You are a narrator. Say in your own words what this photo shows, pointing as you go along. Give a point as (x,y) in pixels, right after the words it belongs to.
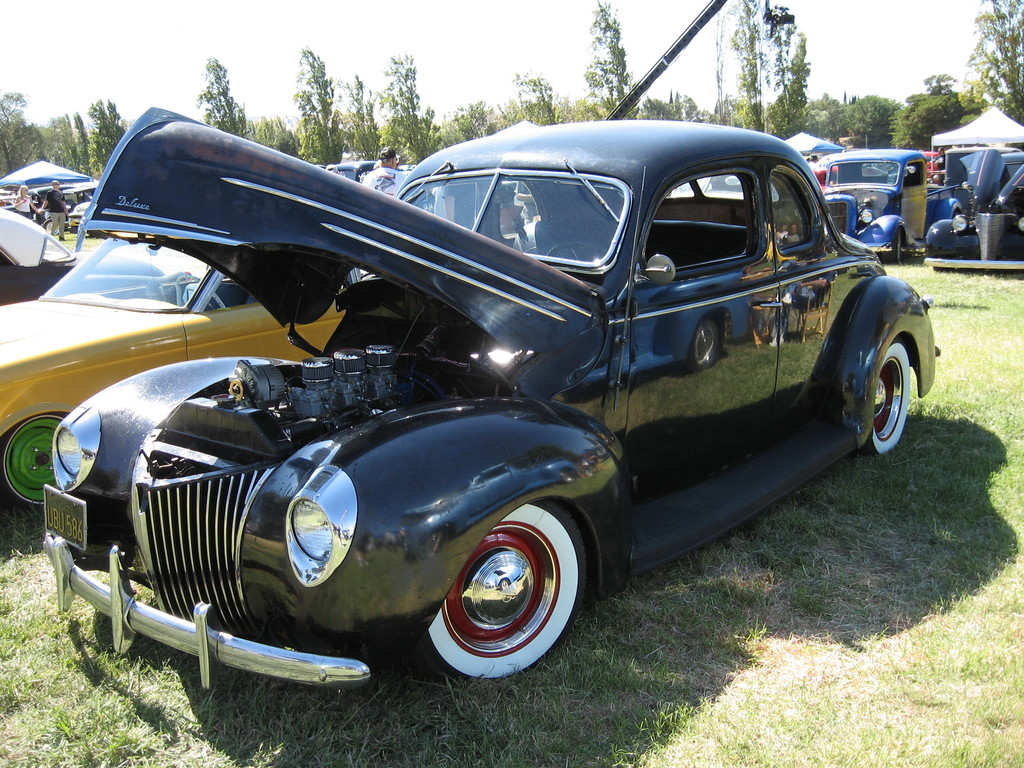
This is image there are different types of cars (427,418). At the back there are two persons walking and there is a person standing behind the car (399,223). At the back (447,138) there are trees (949,105). At the top (312,32) there is sky (390,7) and there is a camera (770,23). At the bottom (792,721) there is grass (847,686).
